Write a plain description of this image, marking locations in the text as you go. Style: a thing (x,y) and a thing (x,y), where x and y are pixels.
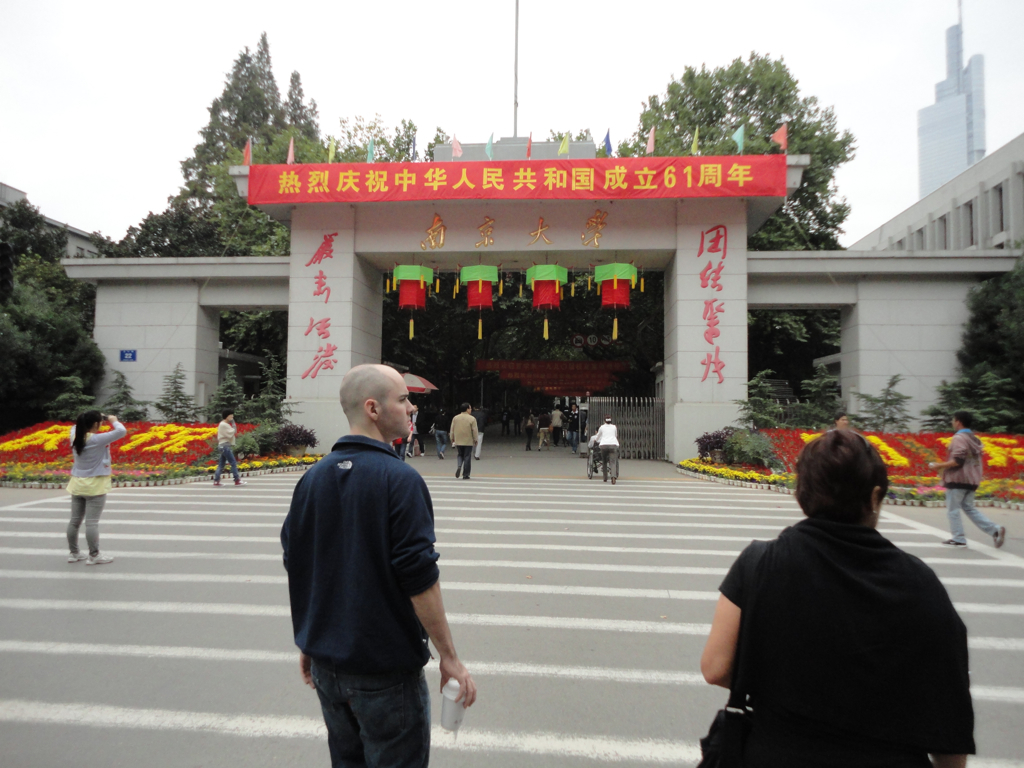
In this image we can see one pole (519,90), some buildings (972,111), so many trees (23,294), plants (78,397), some flags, some plants (248,447) with flowers (300,461), one blue board (128,358) attached to the wall (141,355), one tent (419,380), one red color banner (754,189) with some text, some text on the wall (333,363), some objects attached to the ceiling (546,251), some people (610,441) walking on the road (146,518) and at the top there is the sky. Some people (367,623) are holding some objects (597,470).
